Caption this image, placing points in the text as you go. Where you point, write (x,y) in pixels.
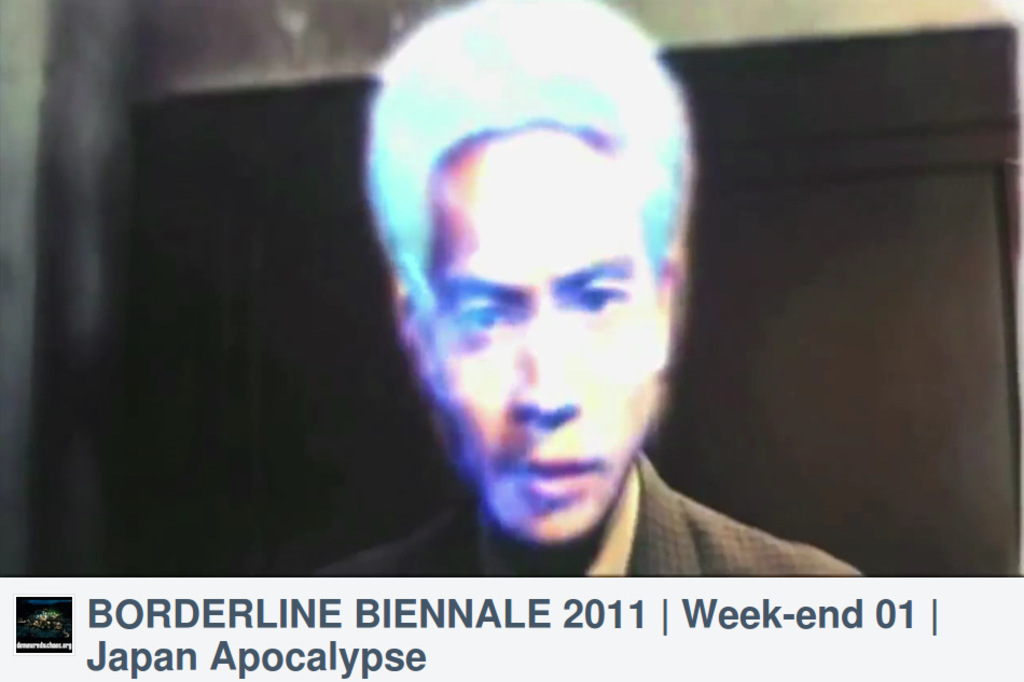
In this image there are pictures (399,344) and text (373,611). In the picture there is a man (560,395). Beside the man (475,243) there is a wall (248,166). Below the picture (307,487) there is the text (709,627). Beside the text (138,613) there is a logo (57,632).
